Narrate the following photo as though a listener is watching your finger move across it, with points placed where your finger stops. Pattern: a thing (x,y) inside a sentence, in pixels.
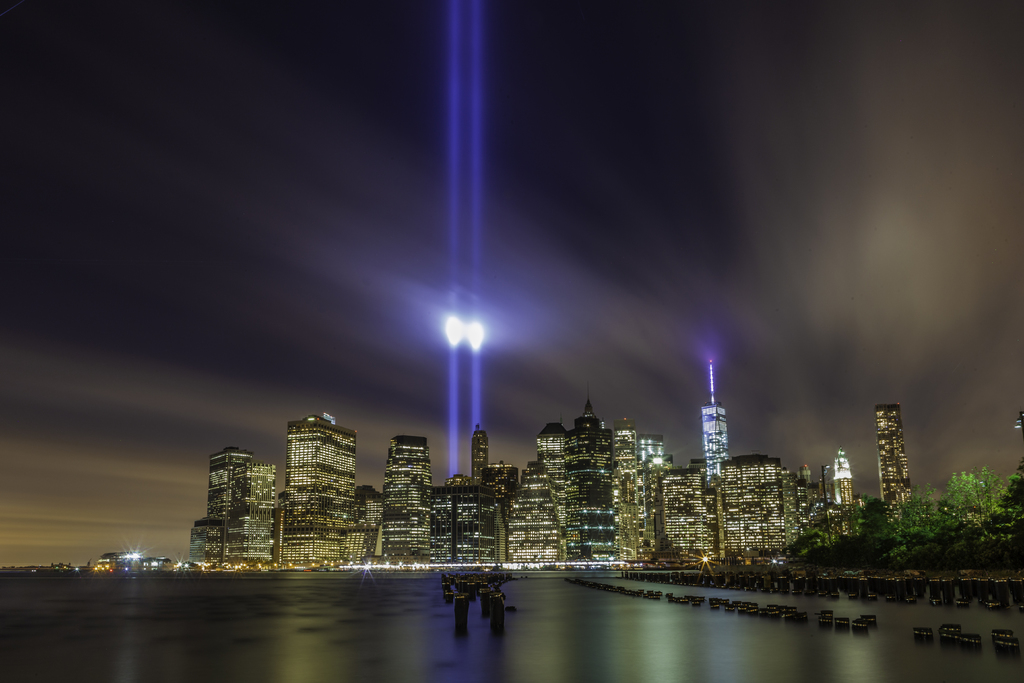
Here in this picture we can see buildings (322,497) present all over there and we can see lights (472,366) present in the sky (496,332) and we can see plants (930,522) and trees (824,542) present here and there and we can also see clouds (744,338) in the sky (693,199).
